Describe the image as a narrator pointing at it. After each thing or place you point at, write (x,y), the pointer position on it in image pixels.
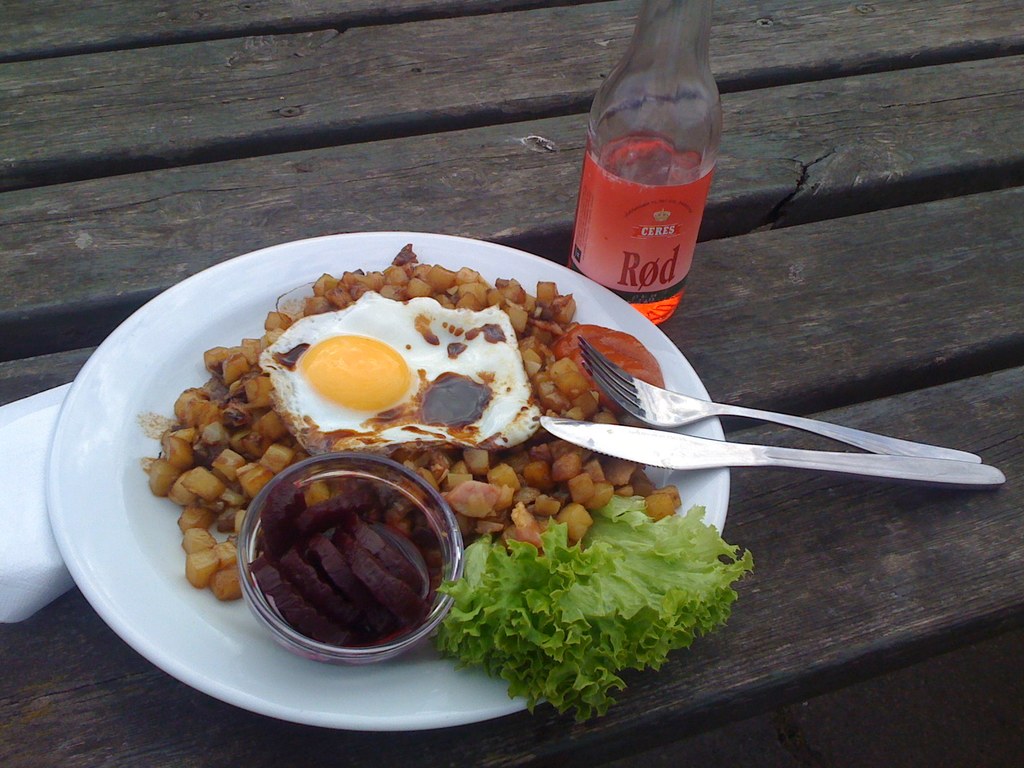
In this picture there is a food (421,422) with fried egg (426,393), fork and knife (671,449) in the white plate (104,572) which is placed on the wooden bench (832,341). Beside there is a red soda bottle (692,201) and tissue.
